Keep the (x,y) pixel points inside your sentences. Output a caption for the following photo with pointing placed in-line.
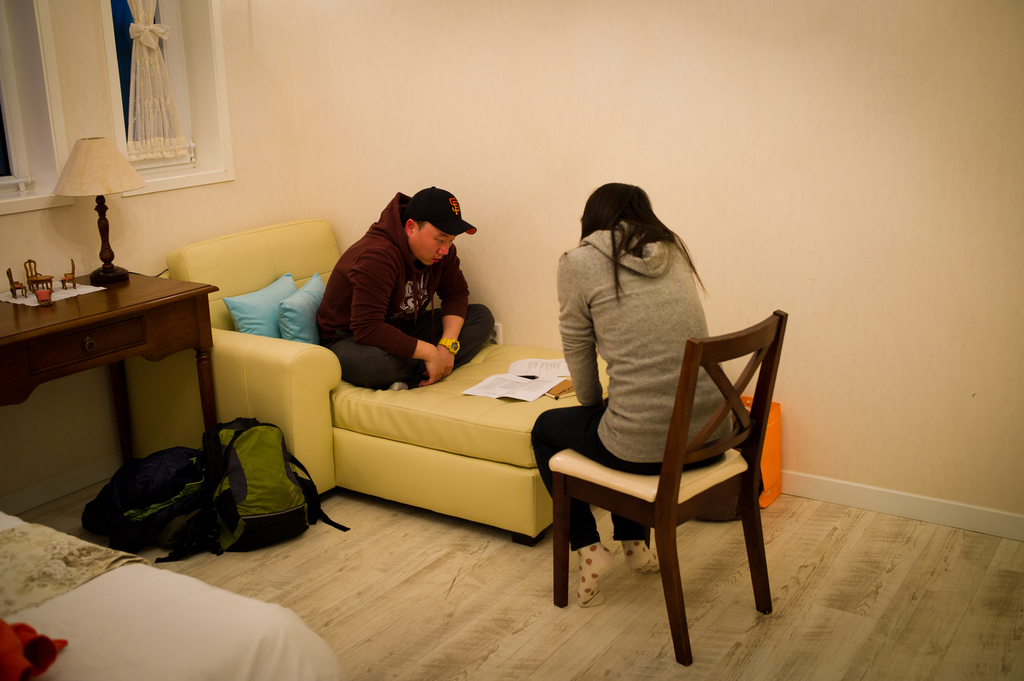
This is a room (533,317). One person (428,306) wearing a cap (421,212) sitting on a couch (308,411) and there are two pillows (293,322). And he is looking a paper (544,377). And a lady (618,376) is sitting on a chair (662,499). And there is a table (127,344) and on the table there is a table lamp (88,173). There are two bags (194,471) on the floor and there is a window (21,52) with curtain (148,97).
